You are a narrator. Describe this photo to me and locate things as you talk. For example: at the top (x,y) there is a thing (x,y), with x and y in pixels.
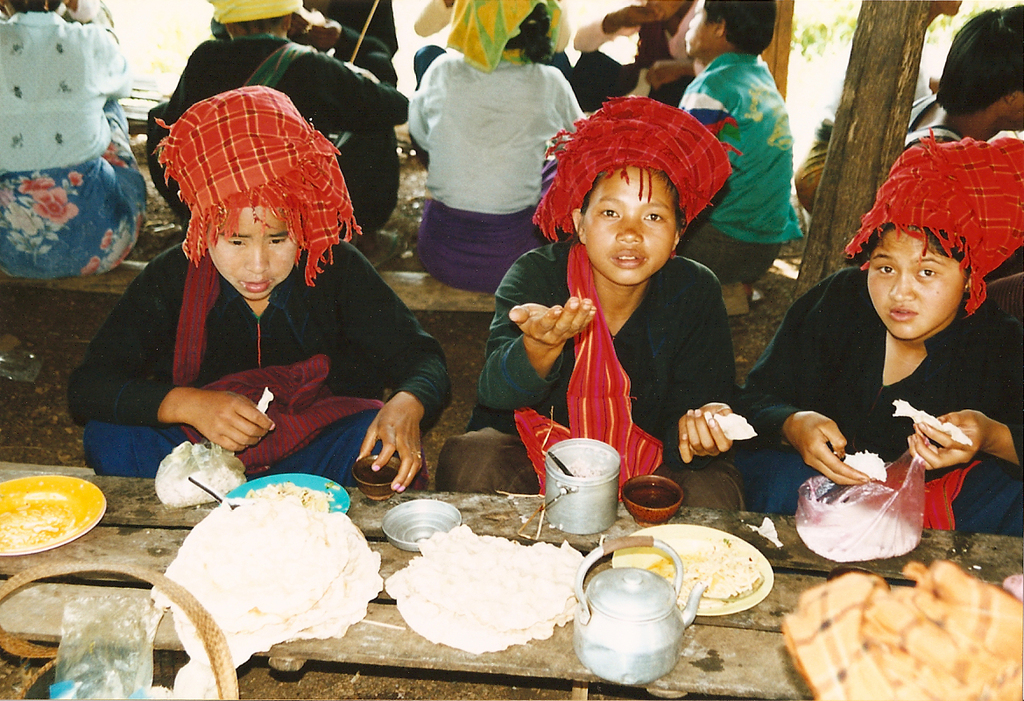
In the foreground (394,474) we can see three people (858,255) sitting on the wooden bench (769,658) and they are having the food (894,416). Here we can see the food items (311,491) on the wooden bench (719,655). In the background (710,97), we can see a few people (195,66) sitting on the wooden log (421,271).
